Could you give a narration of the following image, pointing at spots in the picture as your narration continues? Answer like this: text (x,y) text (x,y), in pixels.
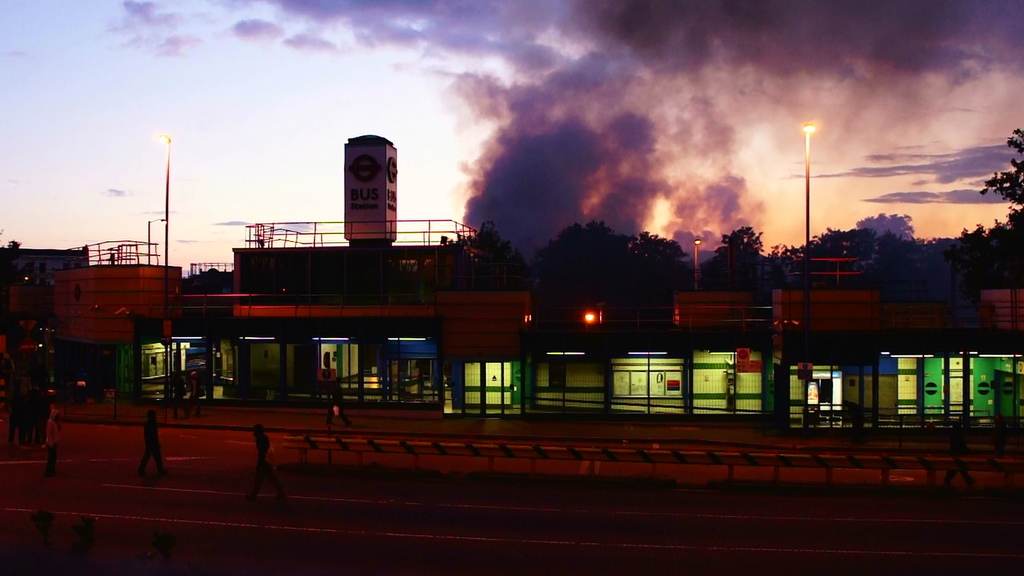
In this image we can see shops (61,312) and buildings (55,299). And we can see some text (368,204) written on the board (360,194), beside that we can see trees (496,234), at the bottom (36,433) we can see people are walking and we can see the fence (936,460), at the top (556,70) we can see the sky (412,182) with clouds (750,113).
